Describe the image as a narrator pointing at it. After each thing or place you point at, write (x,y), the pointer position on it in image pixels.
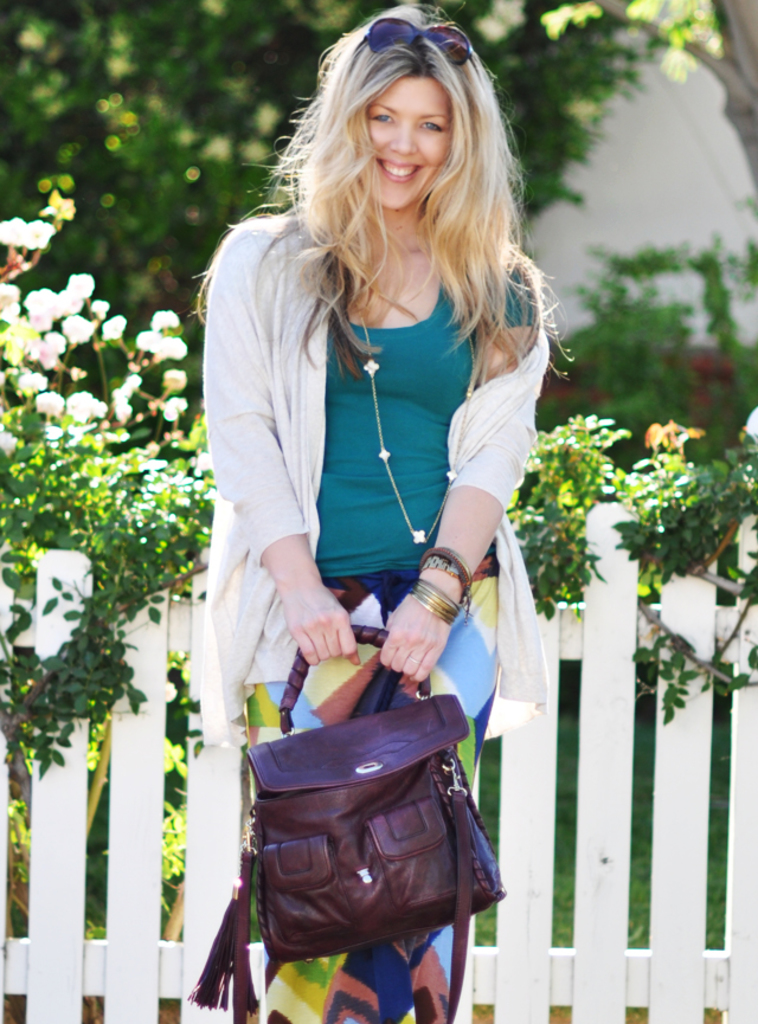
In this image the woman (304,505) is standing and holding a bag (387,887).
